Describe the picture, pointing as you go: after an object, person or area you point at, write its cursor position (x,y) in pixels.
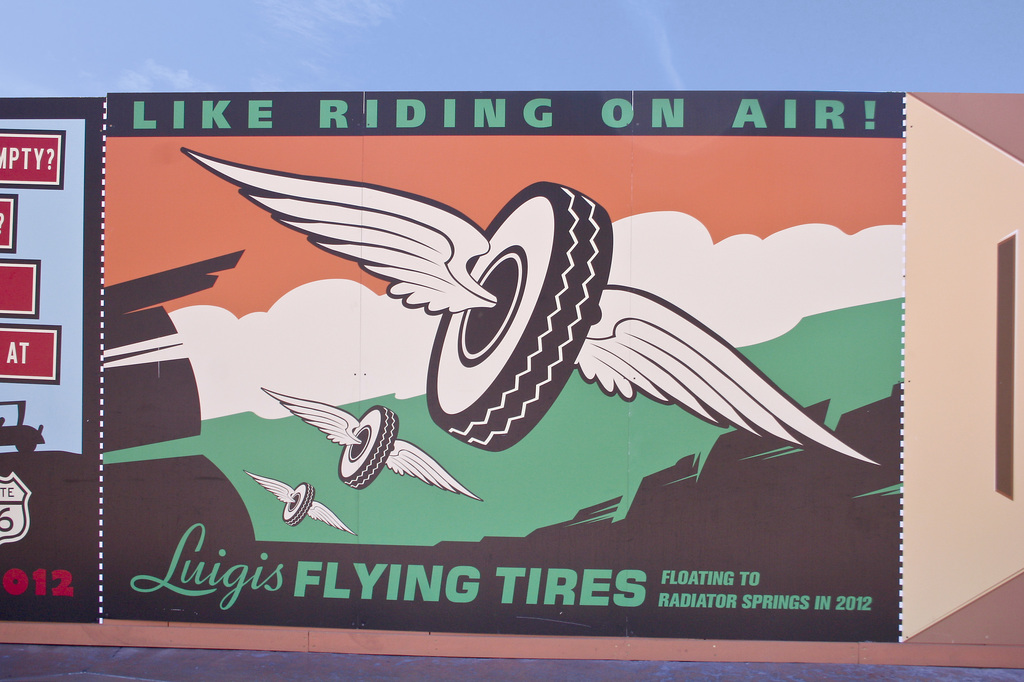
This image is a painting. In this image we can see tyre (526,235), wings (351,253) and text (3,151).
